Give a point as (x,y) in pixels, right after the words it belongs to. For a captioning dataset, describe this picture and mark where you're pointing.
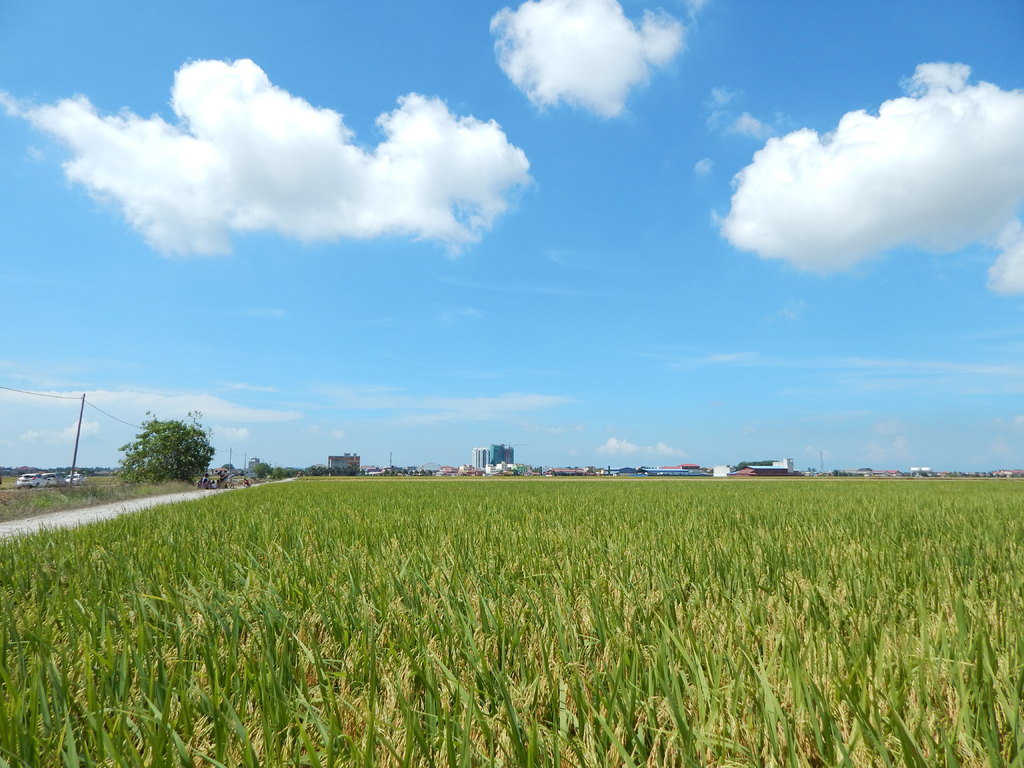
In this picture there are fields (617,606) in the foreground (616,573). At the back (129,462) there are buildings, trees (182,444) and poles (75,462) and there are wires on the poles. On the left side of the image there are vehicles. At the top (627,252) there is sky (620,296) and there are clouds (588,60). At the bottom (51,521) there is a road (72,513).
